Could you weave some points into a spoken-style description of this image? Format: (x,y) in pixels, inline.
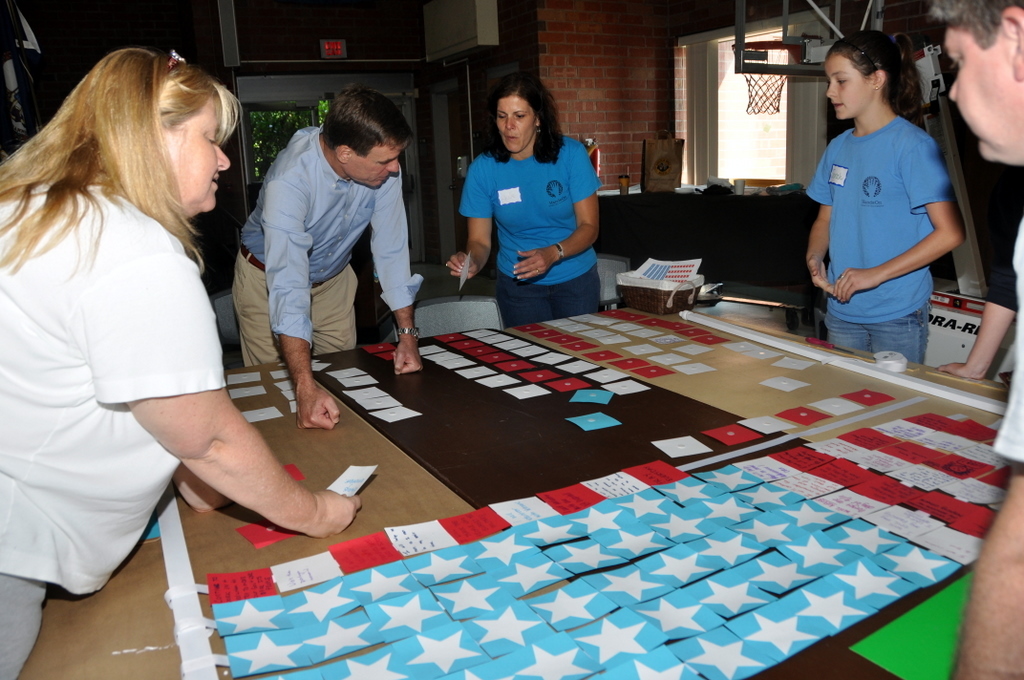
As we can see in the image there is a brick wall (604,125), window (708,107), net (748,97) and few people (944,201) standing around table (549,534). On table (557,531) there are papers (496,560).
